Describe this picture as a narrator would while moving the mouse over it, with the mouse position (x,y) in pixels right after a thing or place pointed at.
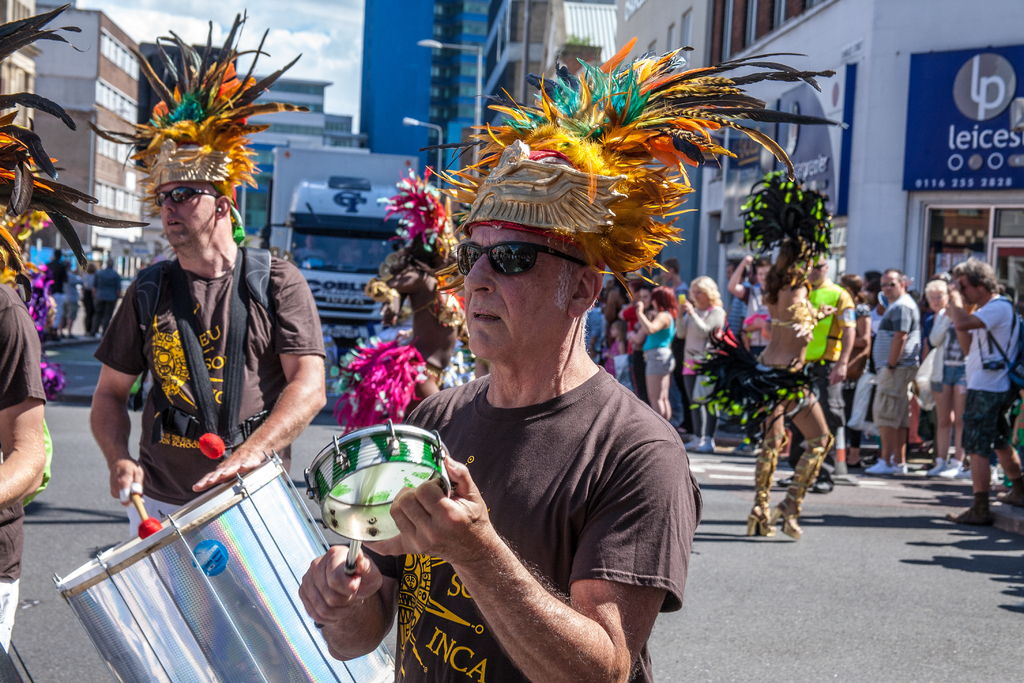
There are few people (338,607) performing by playing musical instruments (114,600) on the road (300,447) and on the right (749,285) there are people (914,310) looking at them. All these performers (406,205) are wearing different type of hats (648,202) on their head (533,331). In the background (292,220) there are vehicle (351,218), street lights (478,75), buildings (398,121), sky (325,32) with clouds (316,51).
